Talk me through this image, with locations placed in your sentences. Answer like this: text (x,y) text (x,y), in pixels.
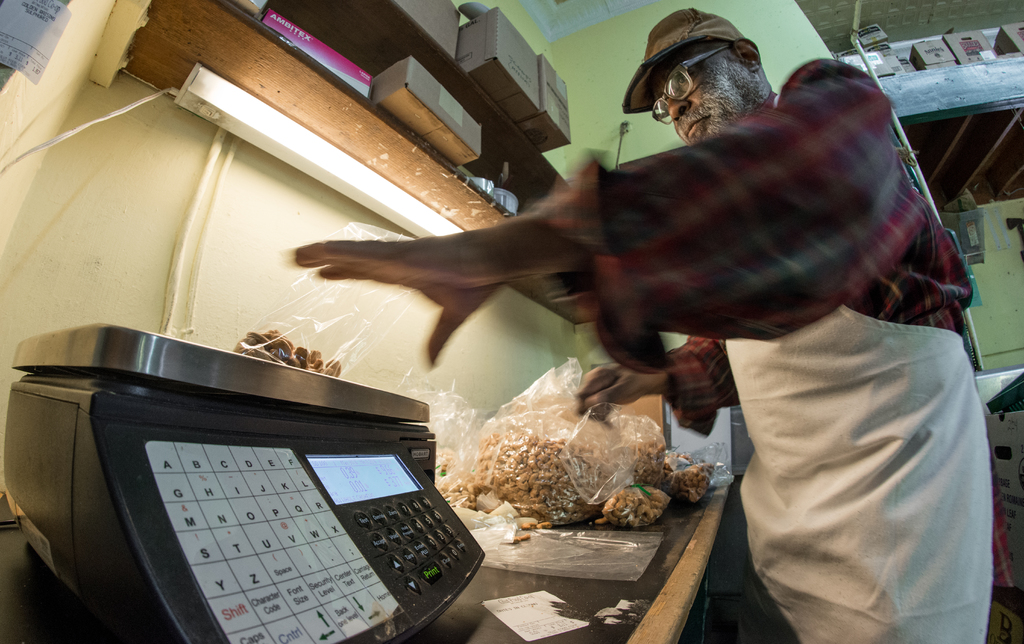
On the right side of the image (876,537) we can see person (787,361) standing at the table (660,560). On the left side of the image (210,423) we can see objects (577,450), weighing machine (419,438), blocks (470,44), tube light (376,186) and table (484,587). In the background (727,10) we can see shelves (379,25) and wall (533,40).
